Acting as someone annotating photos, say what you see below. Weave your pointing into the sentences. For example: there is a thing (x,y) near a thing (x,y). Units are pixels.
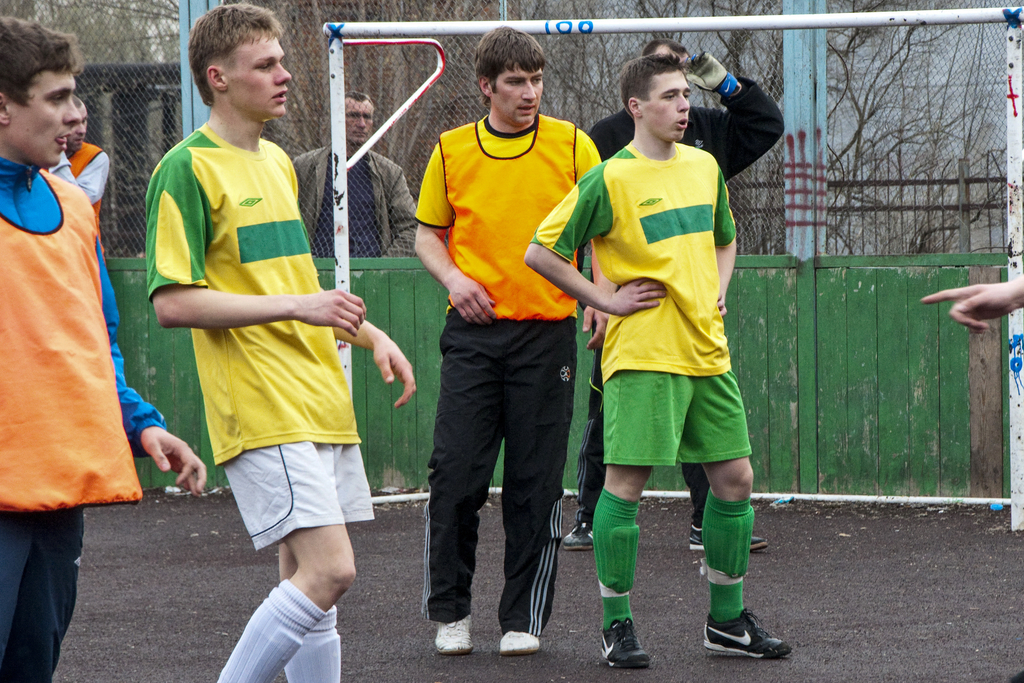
This picture shows few men (516,271) standing and we see a man (758,126) standing and he wore gloves (710,79) to his hands (711,87) and we see a man (55,239) wore a jacket (106,274) and we see trees (489,8) and a metal fence (85,23) and a goal pole (358,42).
